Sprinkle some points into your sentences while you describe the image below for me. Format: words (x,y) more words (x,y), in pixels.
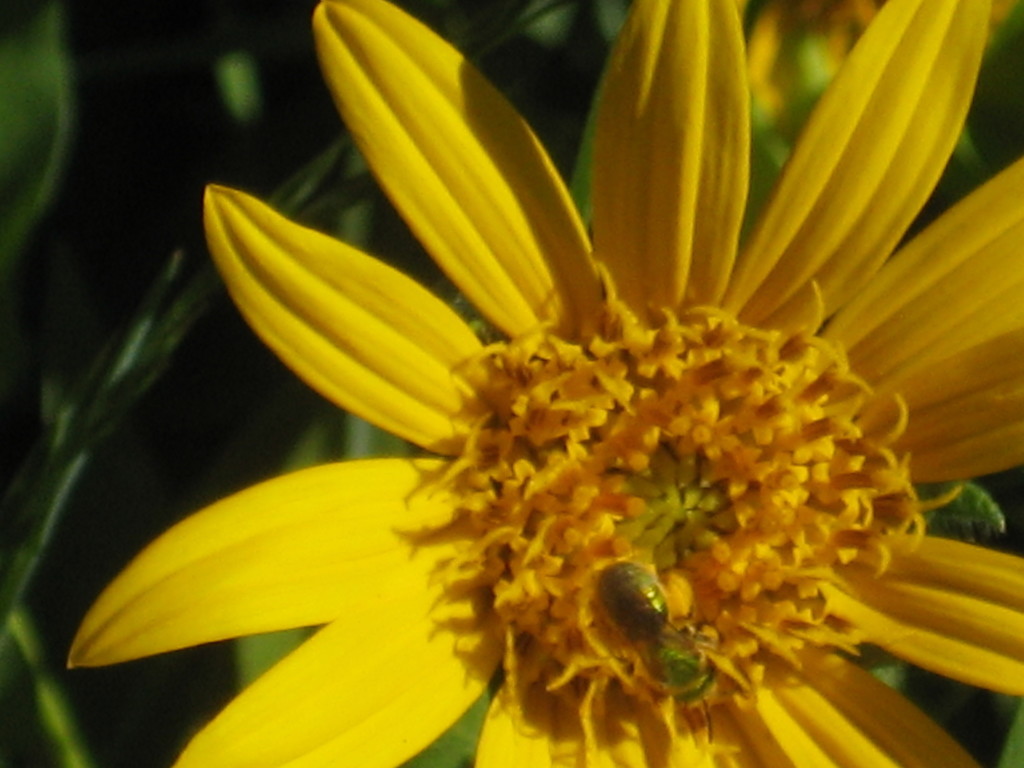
This image contains a flower (577,305) having an insect (699,665) on it. Behind flower (588,634) there are few leaves (56,516).
